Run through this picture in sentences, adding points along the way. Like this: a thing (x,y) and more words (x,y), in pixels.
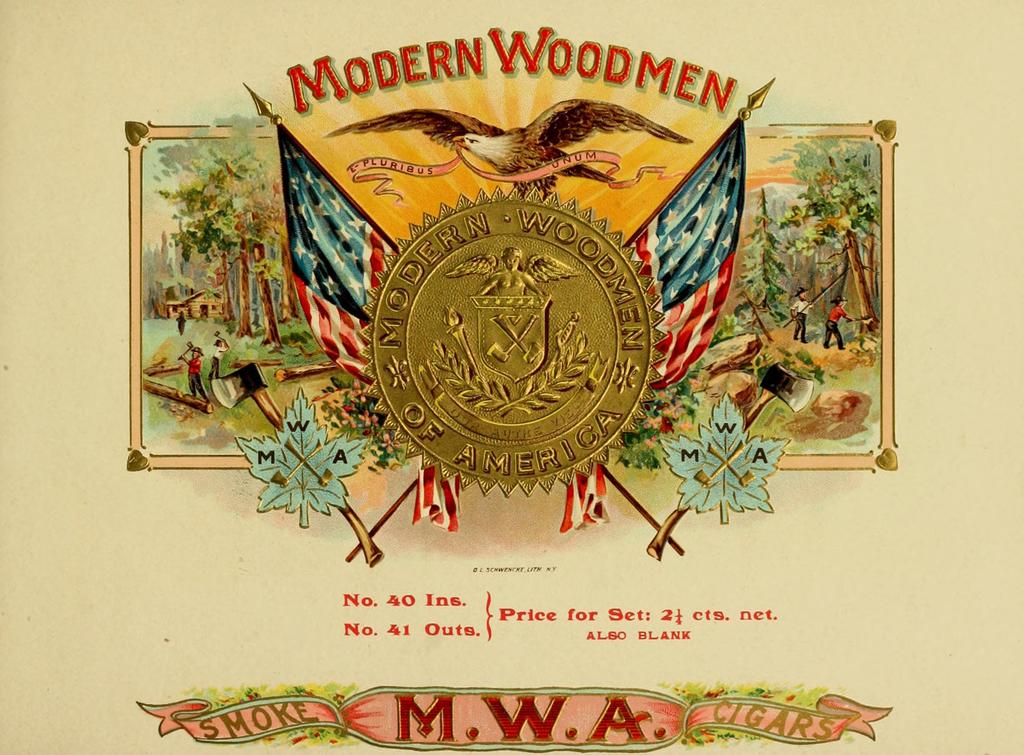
In this image I can see two flags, eagle (500,153) and gold color object (553,328). I can see few trees (854,216), house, wooden logs (195,405), few people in the frames (201,300). Background (162,109) is in cream color and something is written on it.
